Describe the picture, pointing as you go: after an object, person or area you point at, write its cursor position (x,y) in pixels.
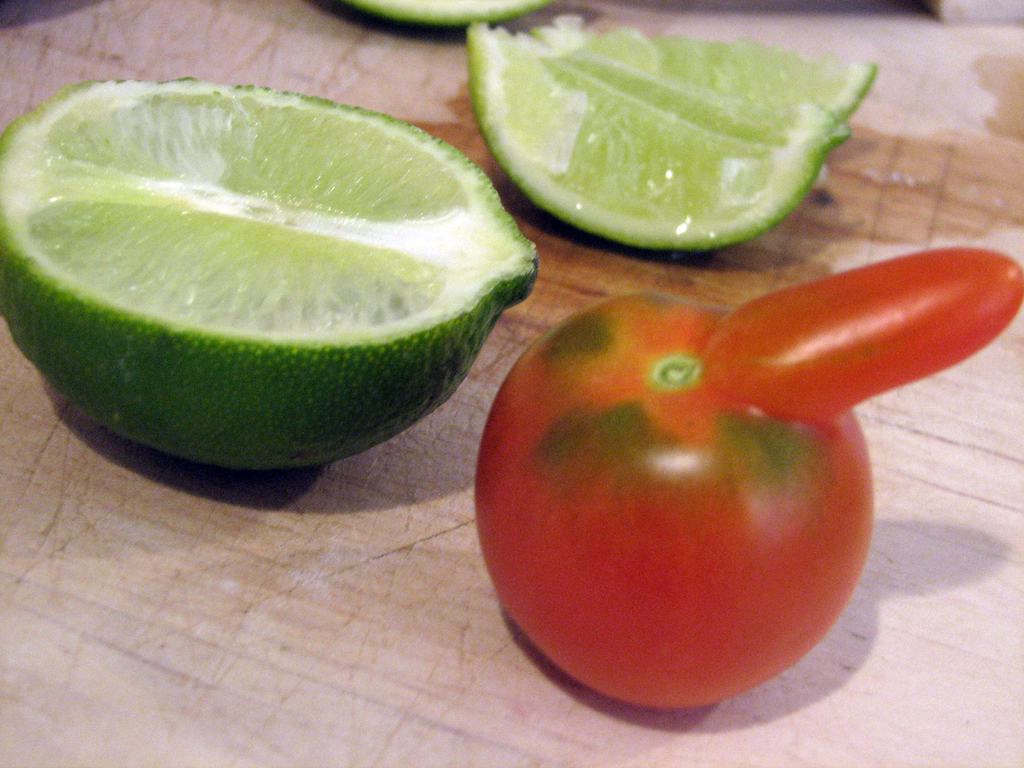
In this picture we can see lemon slices (474,180) and tomato (545,568) on the wooden platform (234,638).
